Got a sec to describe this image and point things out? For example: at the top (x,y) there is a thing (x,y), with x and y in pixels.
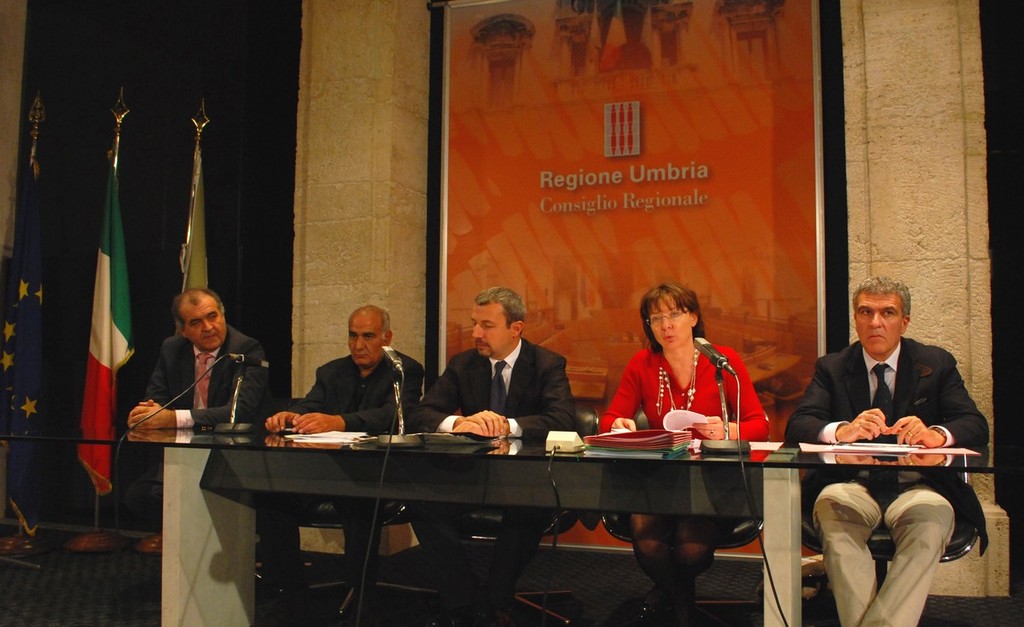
In this image I can see few people (463,410) are sitting on the chairs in front of the table (645,491). On the table (566,466) there are few papers (849,449) are placed. In the background (423,134) there is a wall (372,158) and one banner (473,124) is hanging to the wall (414,43). On the left side of the image (28,271) there are three flags (99,280).
